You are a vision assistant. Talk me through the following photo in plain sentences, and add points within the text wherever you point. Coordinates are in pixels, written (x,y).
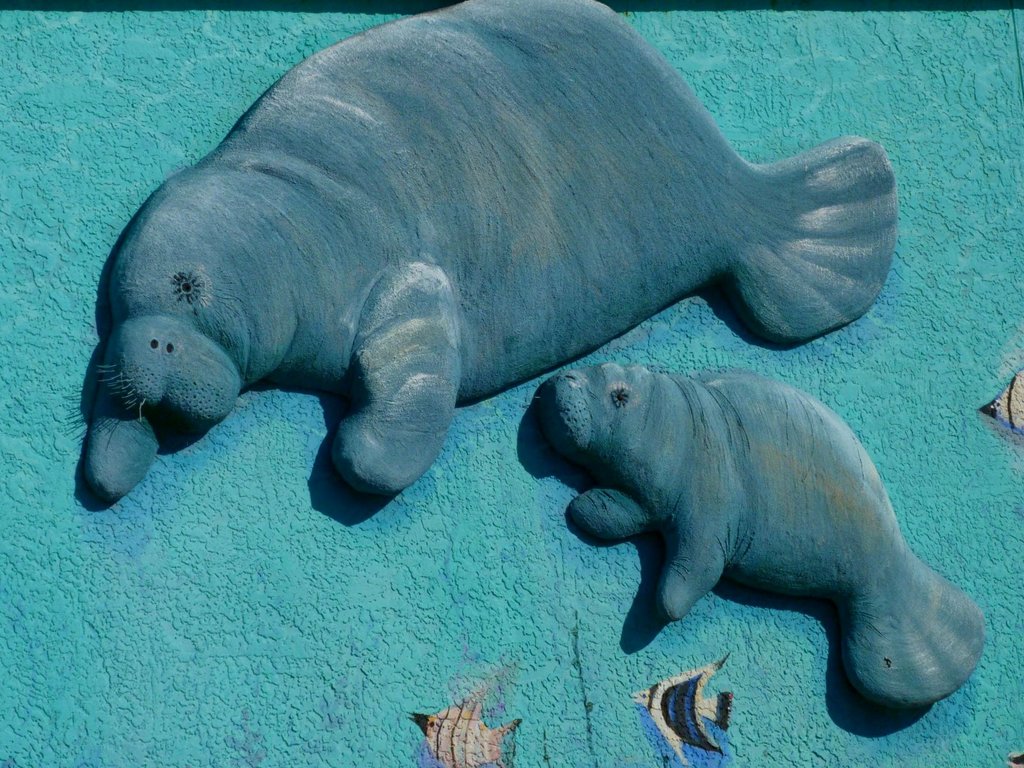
In this image we can see sculptures (577,386) on a wall (421,477).
